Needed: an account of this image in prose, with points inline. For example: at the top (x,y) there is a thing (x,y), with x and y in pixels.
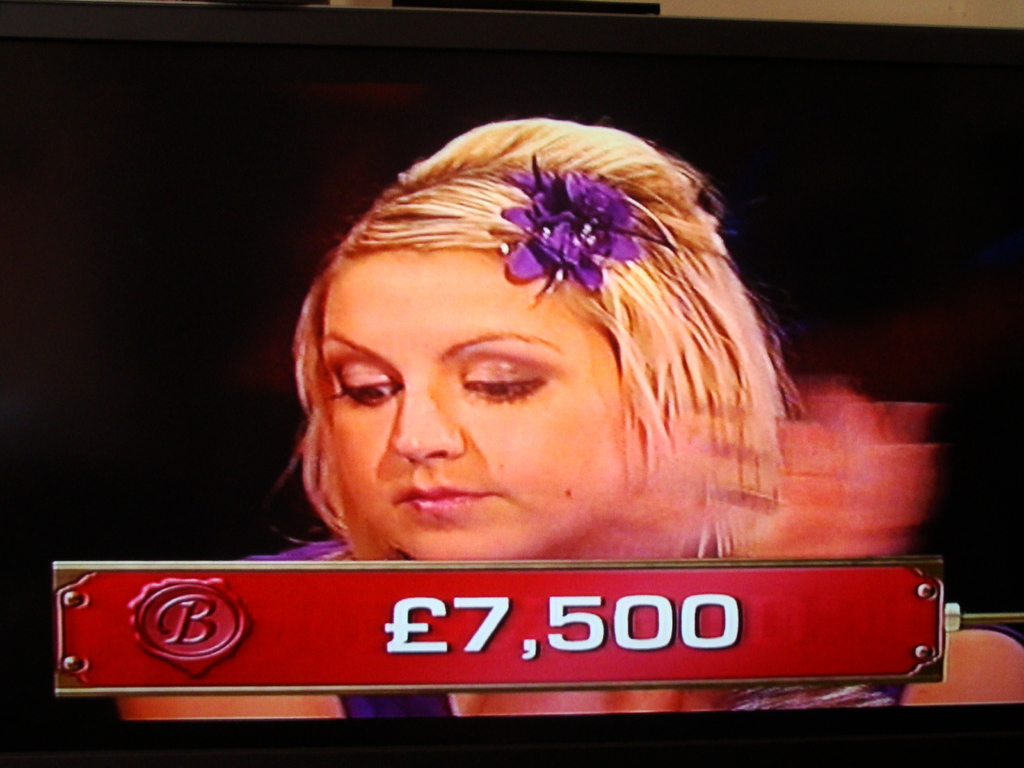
In this picture, we see the woman (523,327) in the purple dress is sitting. At the bottom (214,614), we see a board (426,652) in red color with numbers (566,600) written on it. In the background (237,295), it is black in color. Here, we see a television (662,184), which is displaying the woman (400,505) on the screen (473,596).
